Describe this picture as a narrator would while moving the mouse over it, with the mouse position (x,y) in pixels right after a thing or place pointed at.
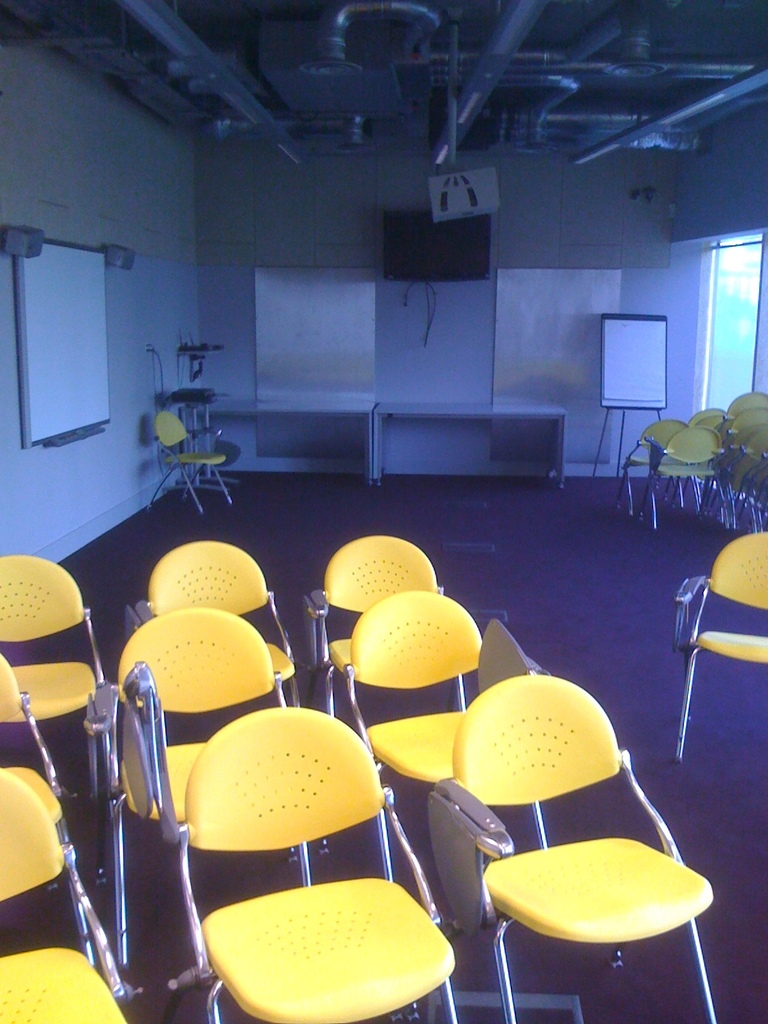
In this image we can see the inside view of a room (373,722), there are chairs (251,740) towards the bottom of the image (266,833), there are chairs (762,572) towards the right of the image (755,579), there is a wall (120,371) towards the left of the image (121,405), there are objects (76,334) on the wall (458,291), there is a glass window (735,333) towards the right of the image (735,350), there are objects (349,79) towards the top of the image (371,67), there is a table (527,409), there are objects (206,410) on the floor (536,607).
